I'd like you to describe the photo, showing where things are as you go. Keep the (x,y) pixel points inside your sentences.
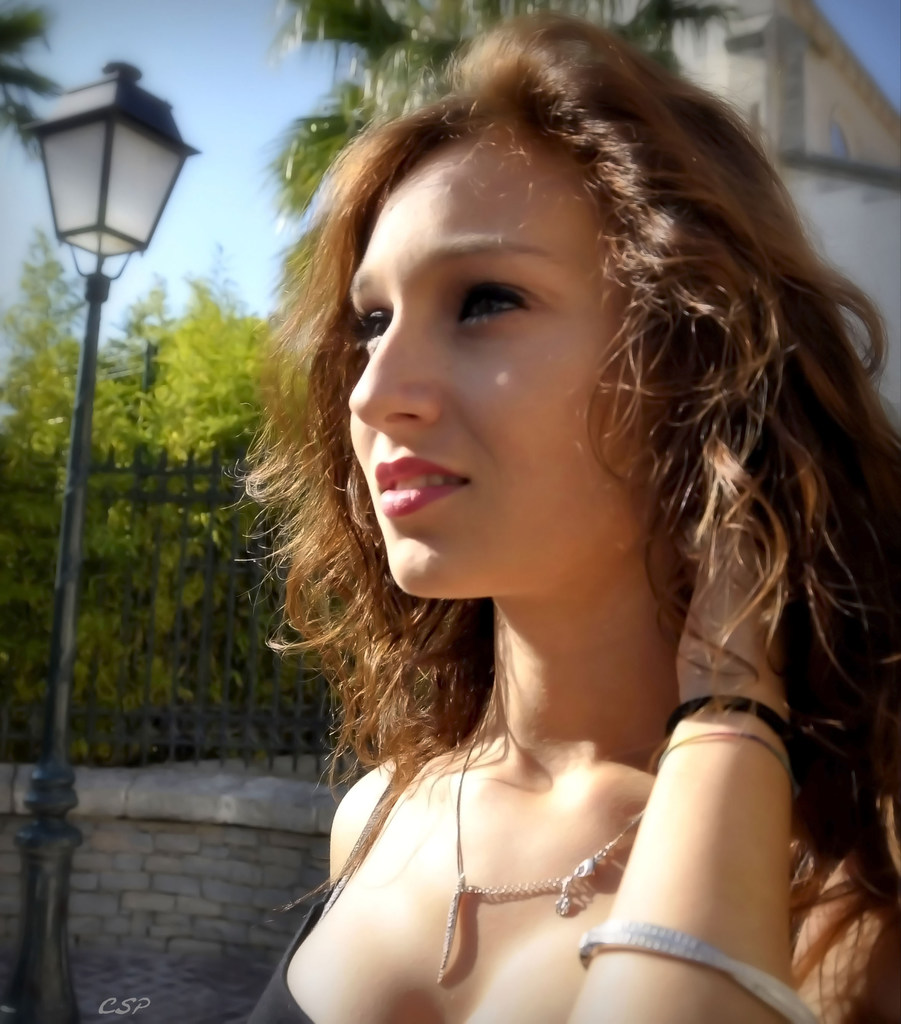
In this image in front (373,1009) there is a girl (593,740). Behind her there is a street light (74,834). On the backside (199,705) there is a metal fence (189,557). In the background (180,332) there are trees (166,348), sky (246,263) and a building (769,116).
